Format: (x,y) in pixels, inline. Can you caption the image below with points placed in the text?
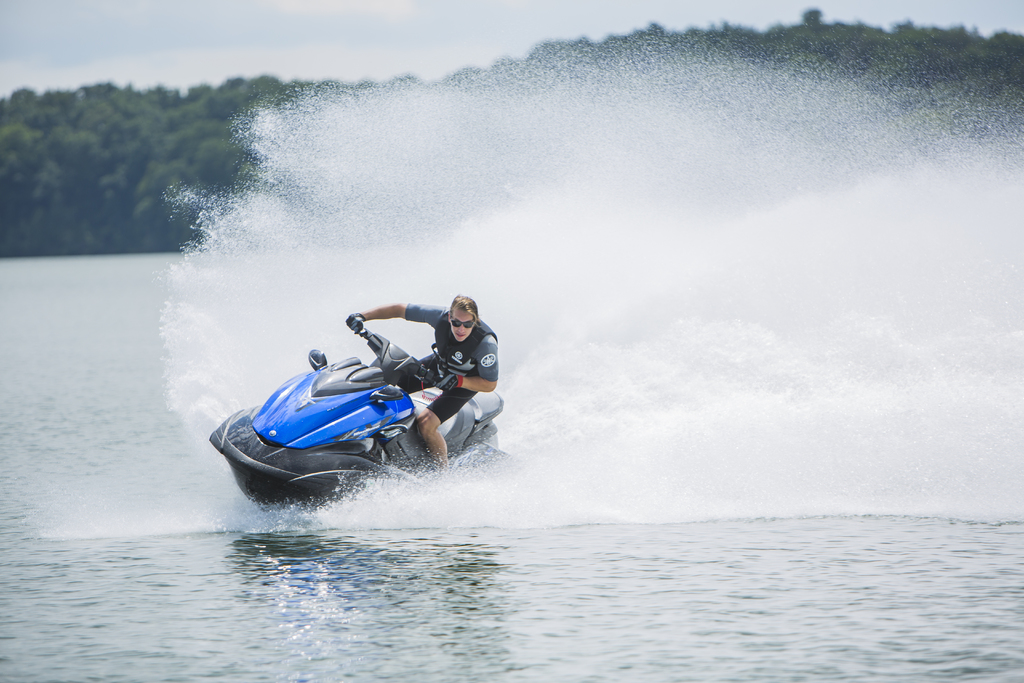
In this picture there is a person (419,424) riding the boat (324,380) on the water (167,327). At the back (85,155) there are trees (39,220). At the top (431,65) there is sky (446,58) and there are clouds (373,52). At the bottom (535,616) there is water (483,624).
